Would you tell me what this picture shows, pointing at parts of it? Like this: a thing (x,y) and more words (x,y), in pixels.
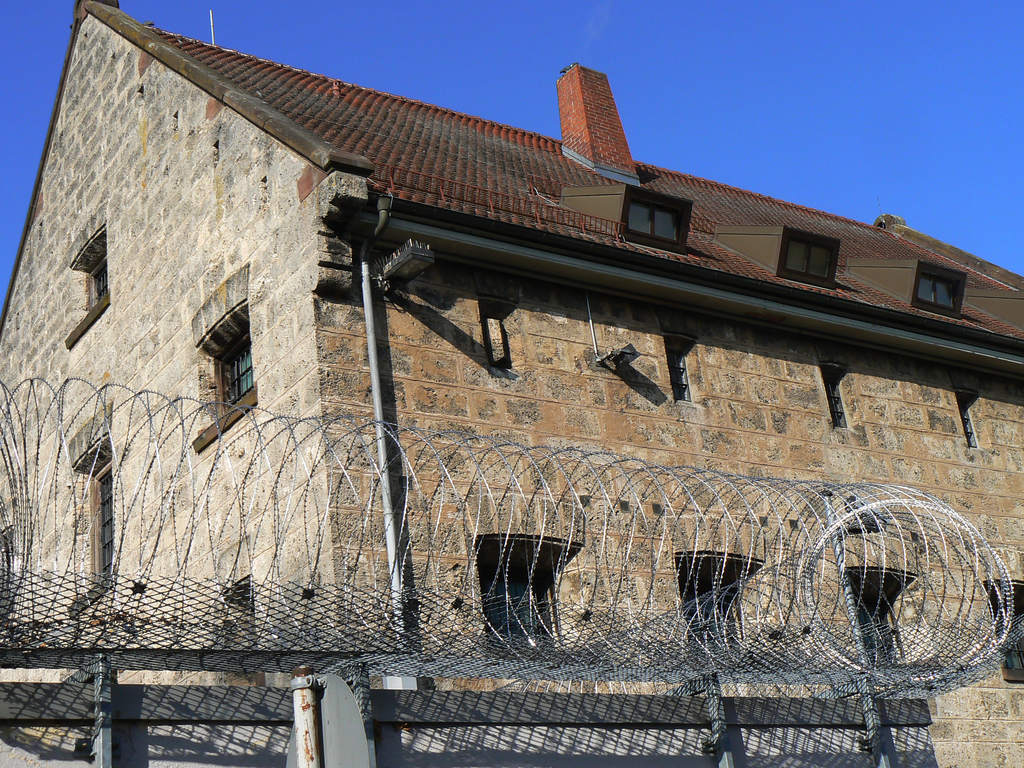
In the center of the image (420,326) there is a building (645,392). At the bottom (216,596) there is a fence (476,718). In the background (651,107) there is sky (646,91).
